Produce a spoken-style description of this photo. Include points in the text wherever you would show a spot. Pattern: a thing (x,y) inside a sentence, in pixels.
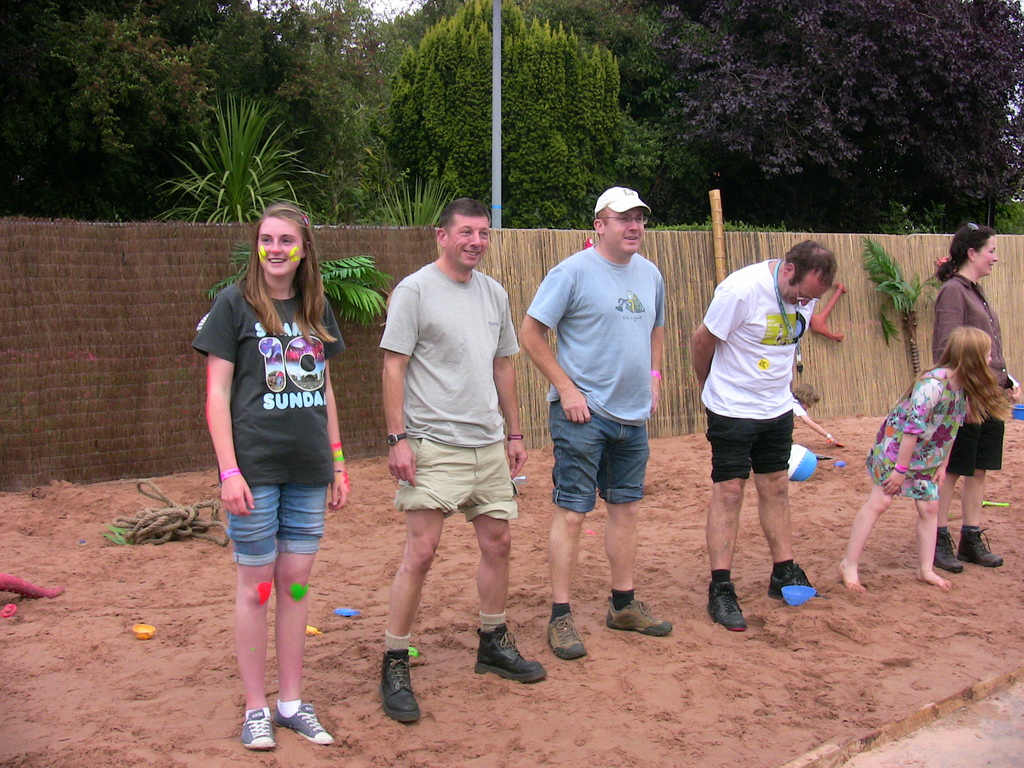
In this image there are people (944,566) standing on the sand (758,668). Behind them there is a ball (812,465). There is a rope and there are a few other objects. In the background of the image (56,328) there is a wall (95,317). There are trees (35,111) and there is a pole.
